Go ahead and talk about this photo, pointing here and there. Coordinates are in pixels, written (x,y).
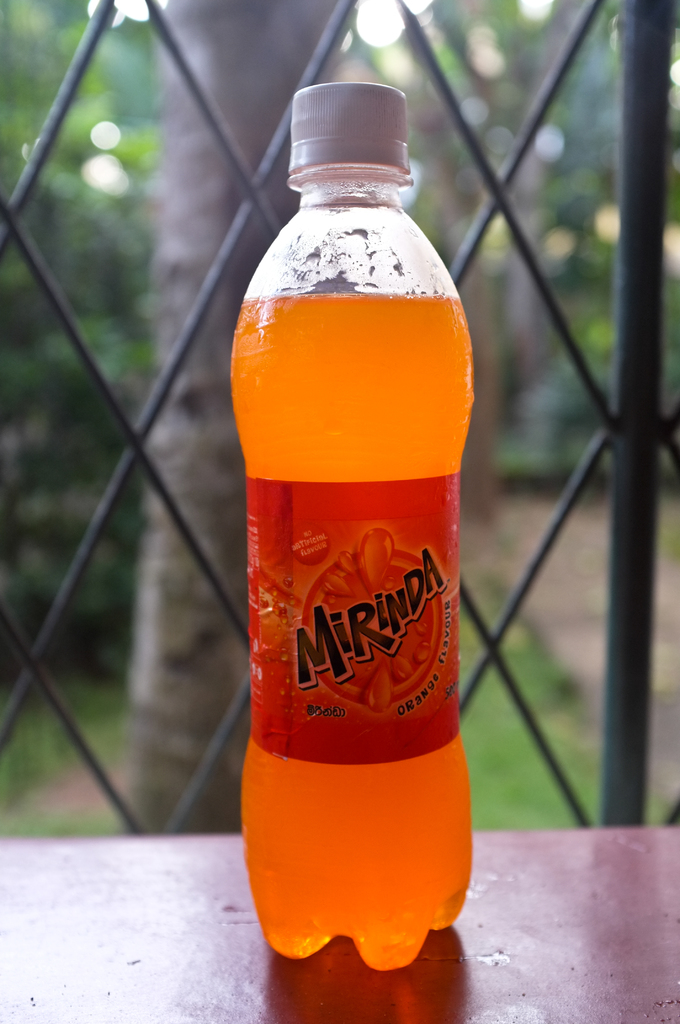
In this picture, there is a bottle (348,643) placed on the table (157,906). At the back (84,285), there is a tree (187,258) and some grass (519,761).
